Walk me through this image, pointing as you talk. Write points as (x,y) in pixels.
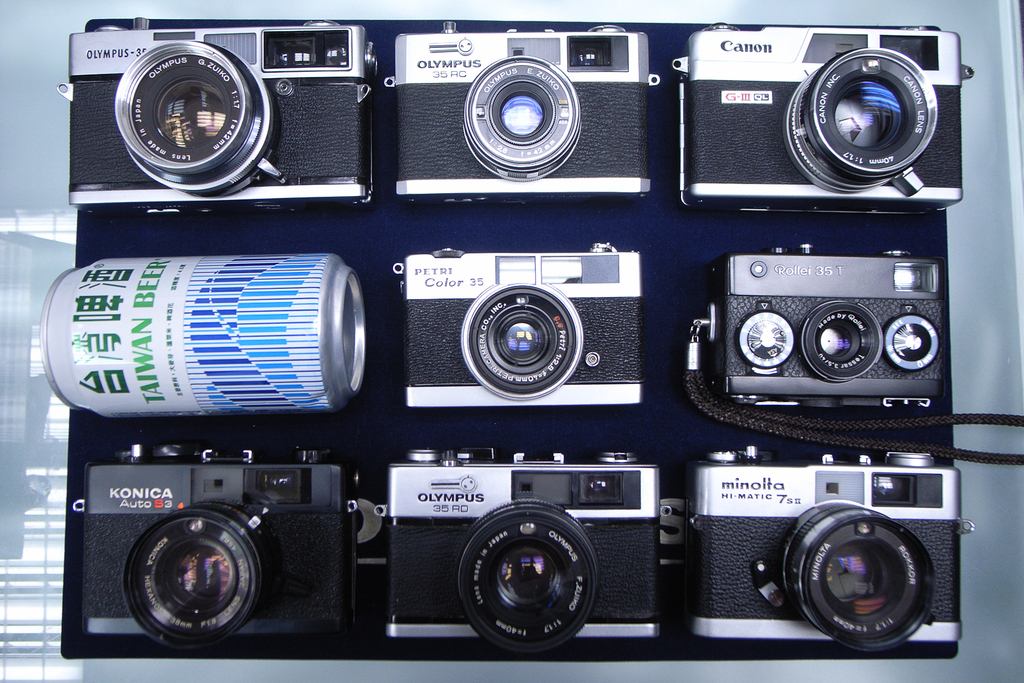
In this picture we can see cameras (498,108) and a tin (156,311).
